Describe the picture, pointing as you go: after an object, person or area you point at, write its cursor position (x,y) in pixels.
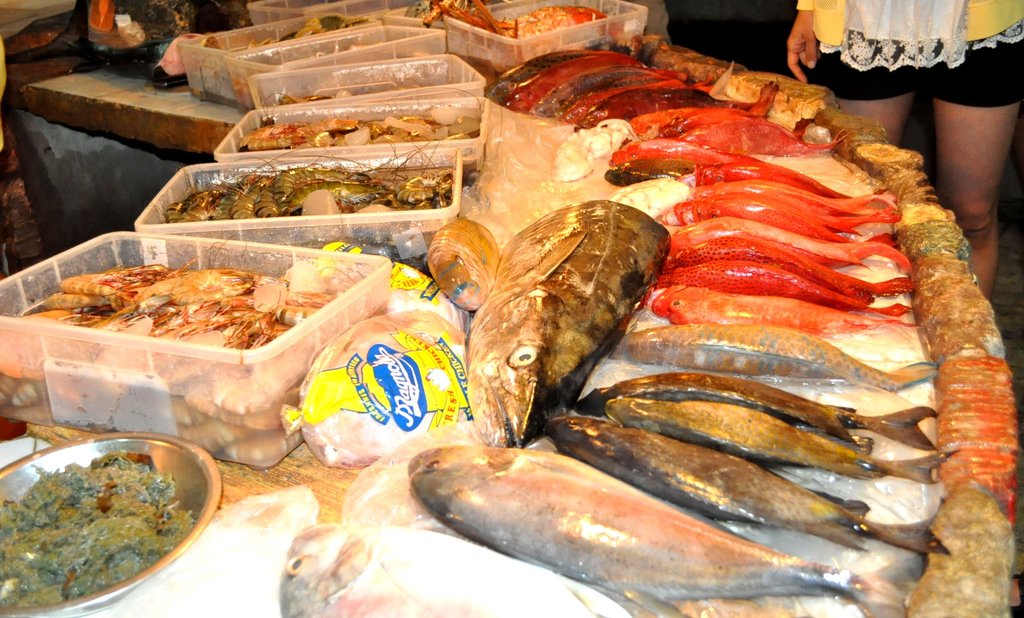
In the foreground of the picture (426,196) there are marine animals (748,248) like fish (567,250), prawns (332,183) and there are covers (385,389), boxes (366,279) and a plate (210,476). On the right (939,62) there is a person (908,77).
